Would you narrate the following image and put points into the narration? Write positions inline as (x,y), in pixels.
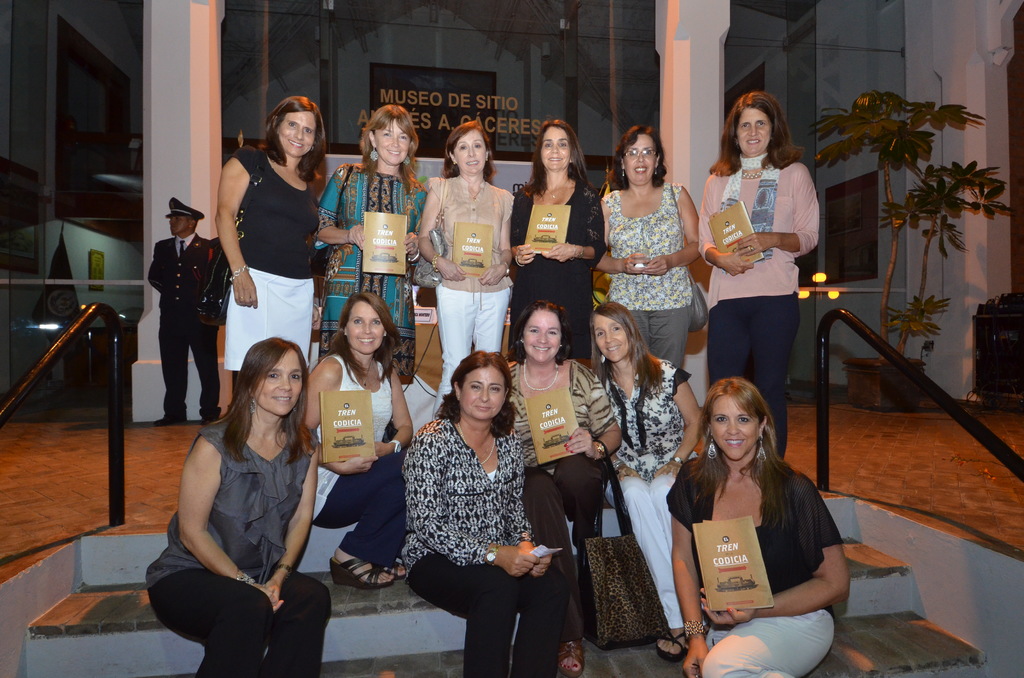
In the foreground of this image (420,548), there are few women (682,407) sitting on the stairs (382,624) and few are standing behind them holding books (549,407). In the background (200,279), there is a man (176,329) standing, glass (528,56), pillars (180,90) and the wall (958,27). On either side, there is railing (20,396).
